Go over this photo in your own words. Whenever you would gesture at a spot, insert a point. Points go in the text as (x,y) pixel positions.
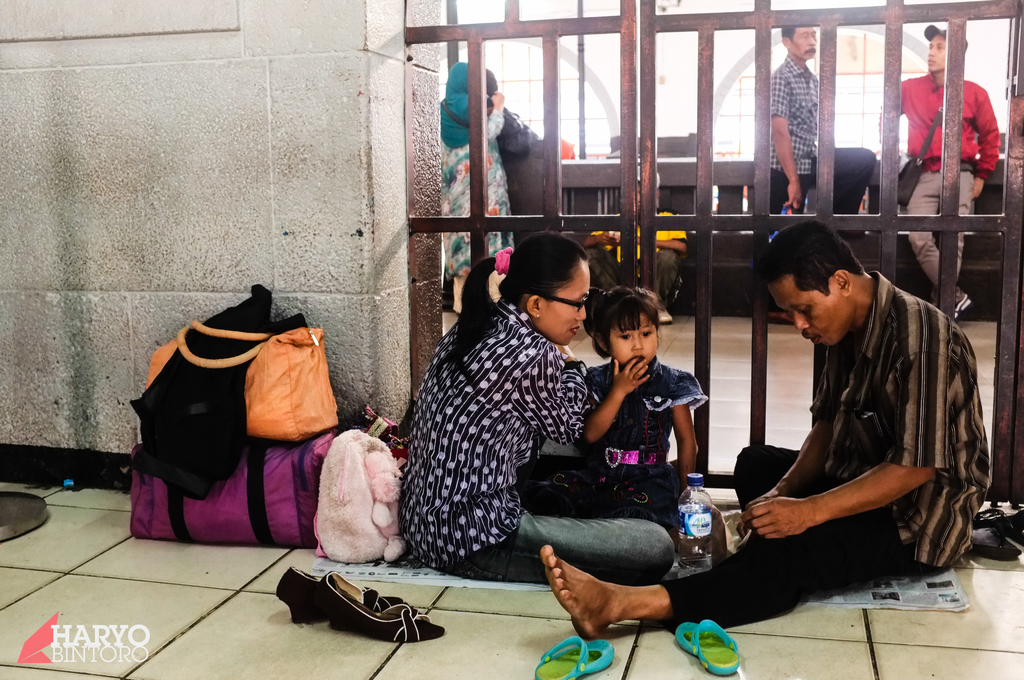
In this image there is a couple (569,407) sitting on the newspaper (881,592) along with their kid (643,368). On the floor (655,672) there are slippers (596,653) and bags (272,467). In the background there are few other people (782,107) standing on the floor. Behind the couple (769,461) there is a metal gate (647,174).
